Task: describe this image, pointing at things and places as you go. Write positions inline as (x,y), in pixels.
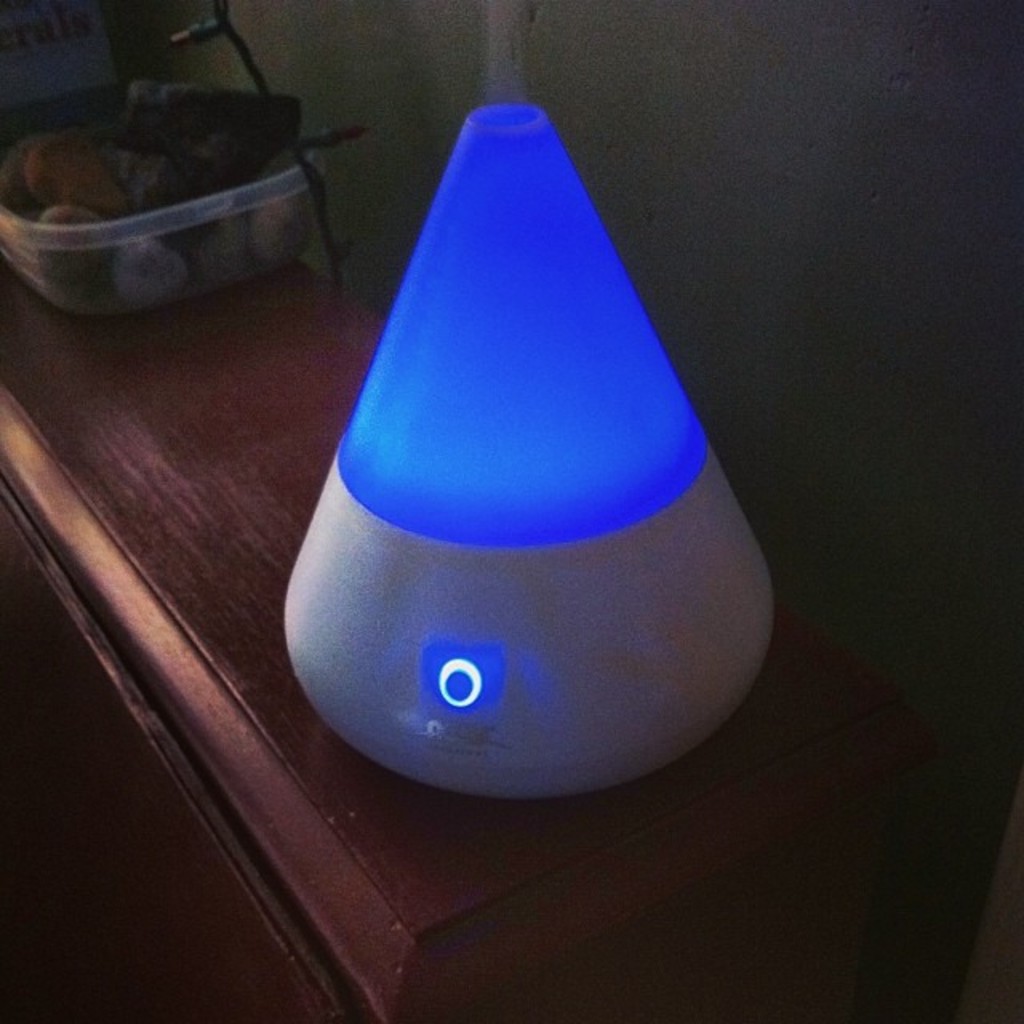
In this image we can see an electronic device (523,468), some stones (116,169) in a bowl (39,247), which are on the wooden surface (8,402), also we can see serial lights (325,191), and the wall (834,369).
